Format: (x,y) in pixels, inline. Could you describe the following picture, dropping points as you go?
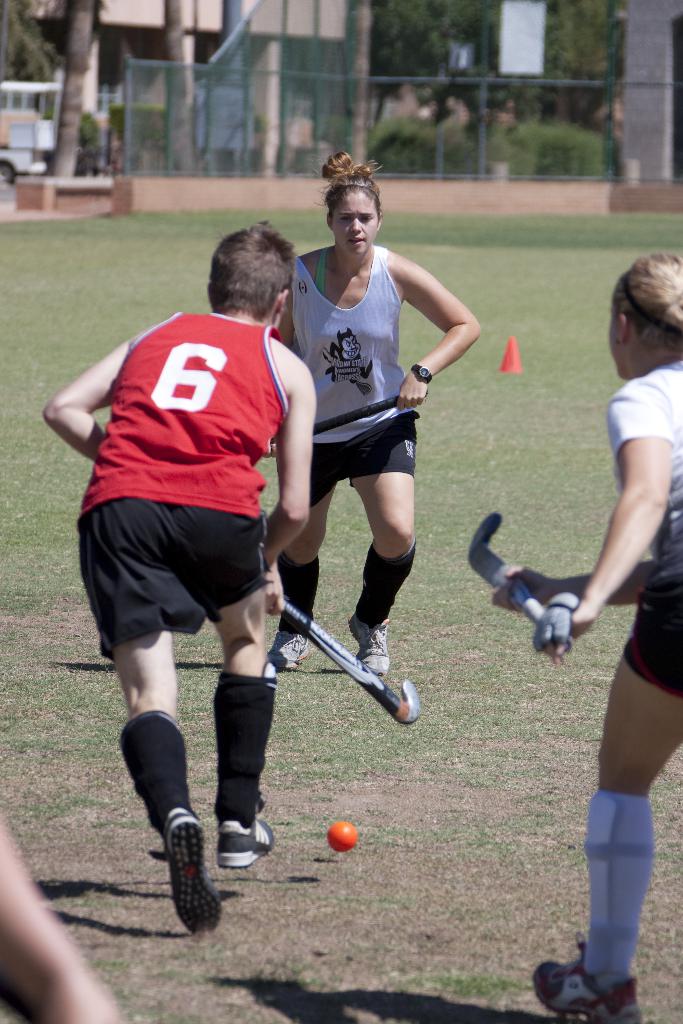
In this image we can see a group of people (358,390) holding sticks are standing on the grass field (334,930). In the foreground (354,832) we can see a ball (347,826). In the background (513,361), we can see a cone (514,353), fence (611,145), a group of trees (489,121), building (173,139) and a pillar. On the left side of the image (24,164) we can see a vehicle (1,152) parked on the ground (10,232).
